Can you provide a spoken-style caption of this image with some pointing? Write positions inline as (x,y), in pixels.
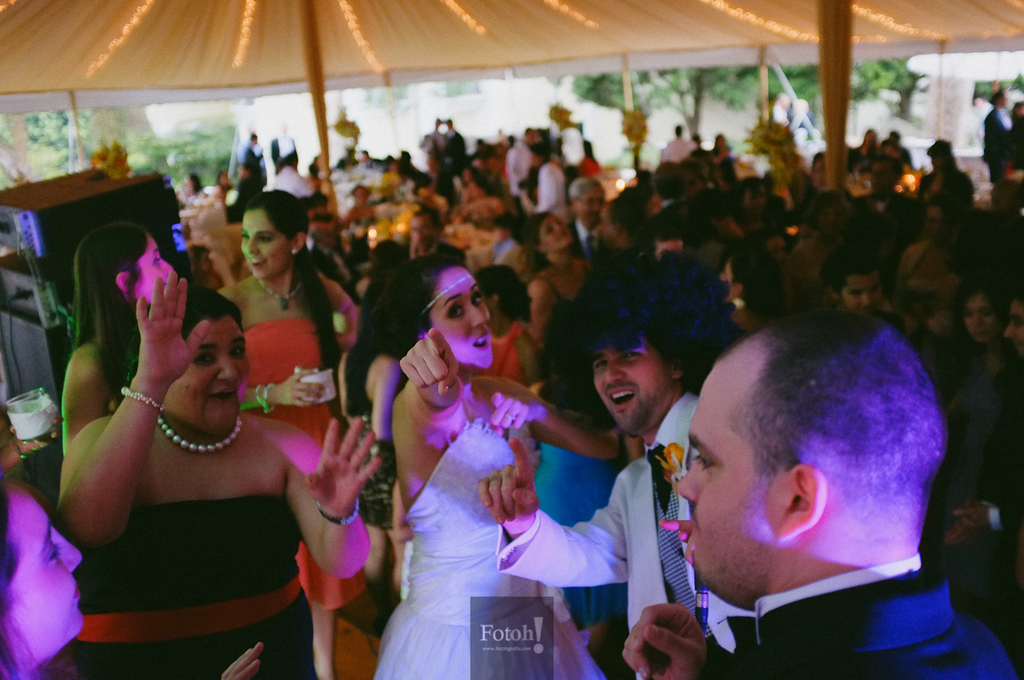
In this image there are a few people (519,297) dancing in a party.
